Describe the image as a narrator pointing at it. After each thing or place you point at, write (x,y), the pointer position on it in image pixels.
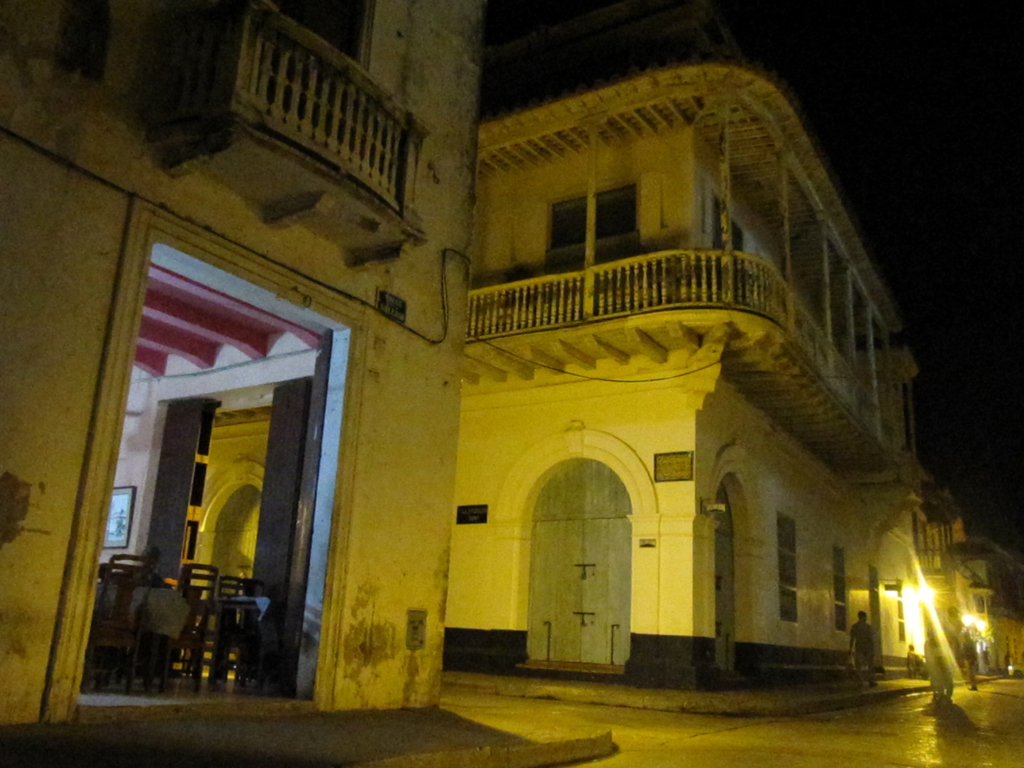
In this image there are people (940,676) walking on the pavement (910,683). There are lights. On the left side of the image (241,648) there are chairs (89,653). There is a photo frame (125,534) on the wall (137,466). In the background of the image (475,335) there are buildings (775,491) and sky (937,183).
